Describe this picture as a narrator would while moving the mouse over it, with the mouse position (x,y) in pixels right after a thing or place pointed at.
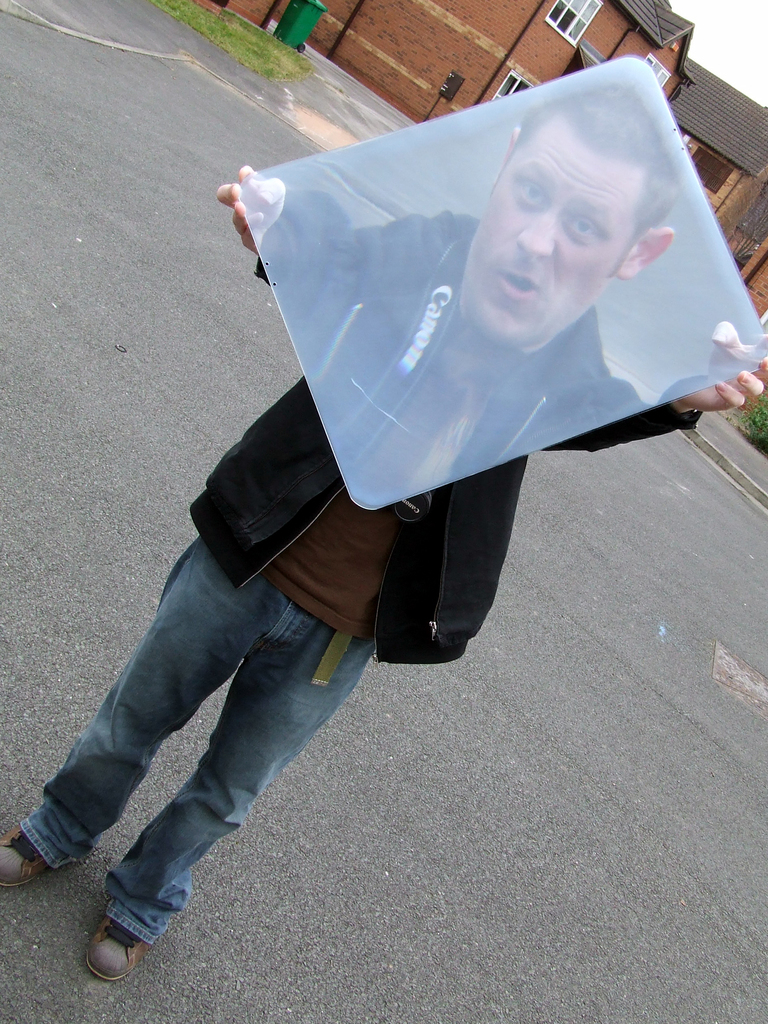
In the picture I can see a person (329,642) wearing black color jacket (217,484), jeans (257,787) and shoes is standing on the road (601,595) by holding an object (409,327) through which we can see his face (538,318) and he is carrying a camera (422,506) in his neck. In the background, we can see trash can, houses (237,4), grass (231,18), shrubs (754,425) and the sky (697,27).
